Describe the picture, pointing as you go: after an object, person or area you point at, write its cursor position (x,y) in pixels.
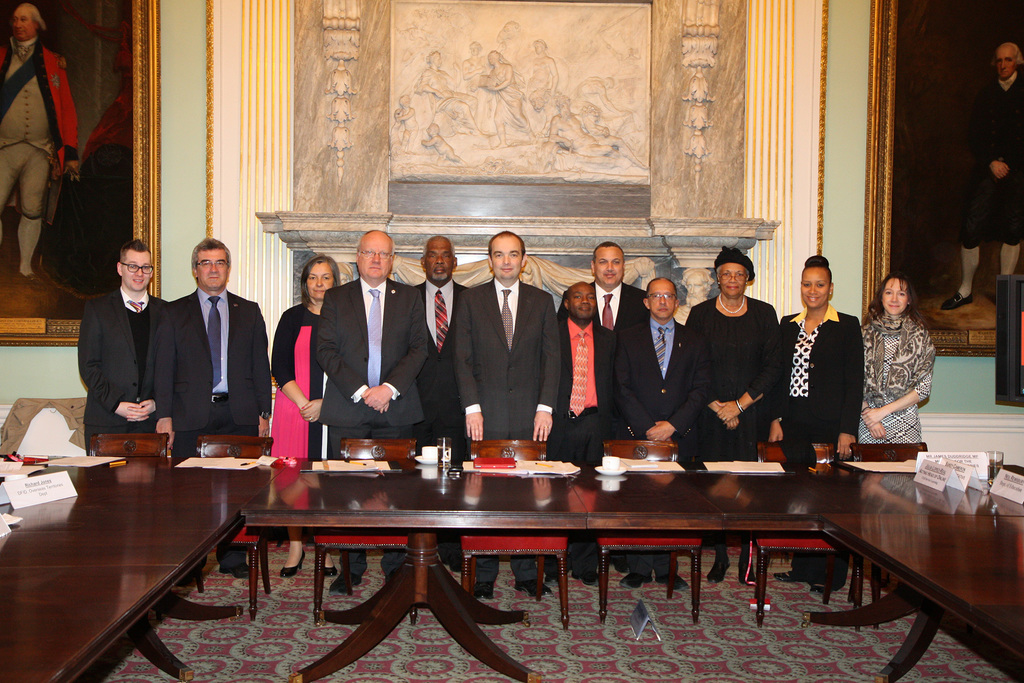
Group of people (581,297) standing and we can see chairs (239,439) and name boards (956,463), cups (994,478), saucers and some objects (362,462) on table (693,491). On the background (181,115) we can see frames (1022,93) on wall (850,175).
